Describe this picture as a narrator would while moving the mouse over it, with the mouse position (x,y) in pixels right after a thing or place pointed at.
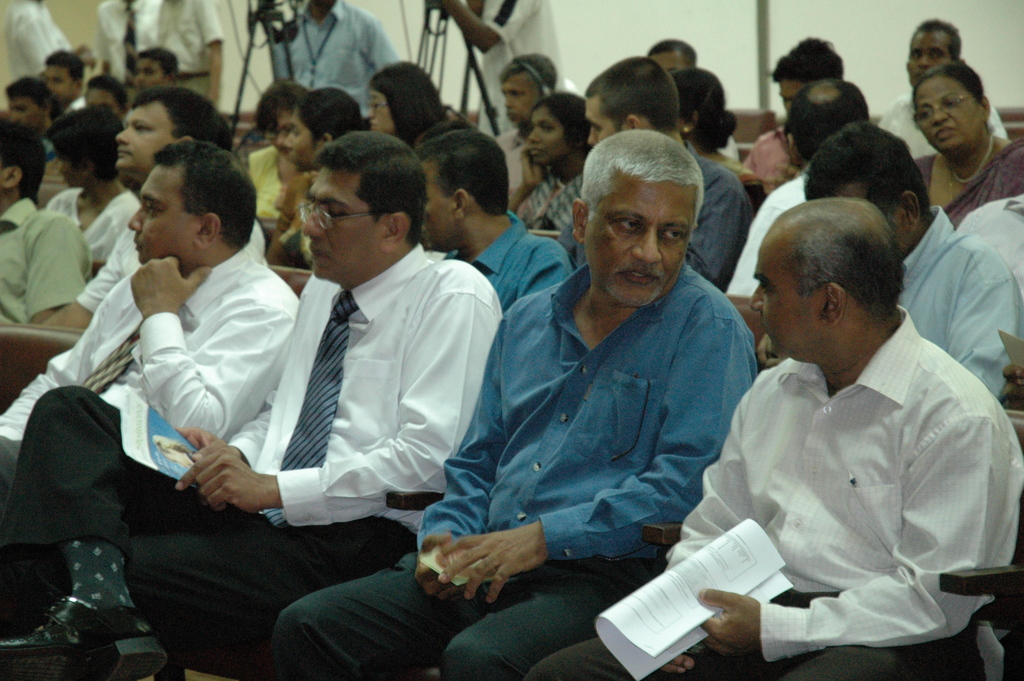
In the middle of the image (430,286) few people (715,90) are sitting on chairs (1019,576). Behind them few persons (538,40) are standing and holding cameras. Top right side of the image (998,1) there is wall (997,59).
